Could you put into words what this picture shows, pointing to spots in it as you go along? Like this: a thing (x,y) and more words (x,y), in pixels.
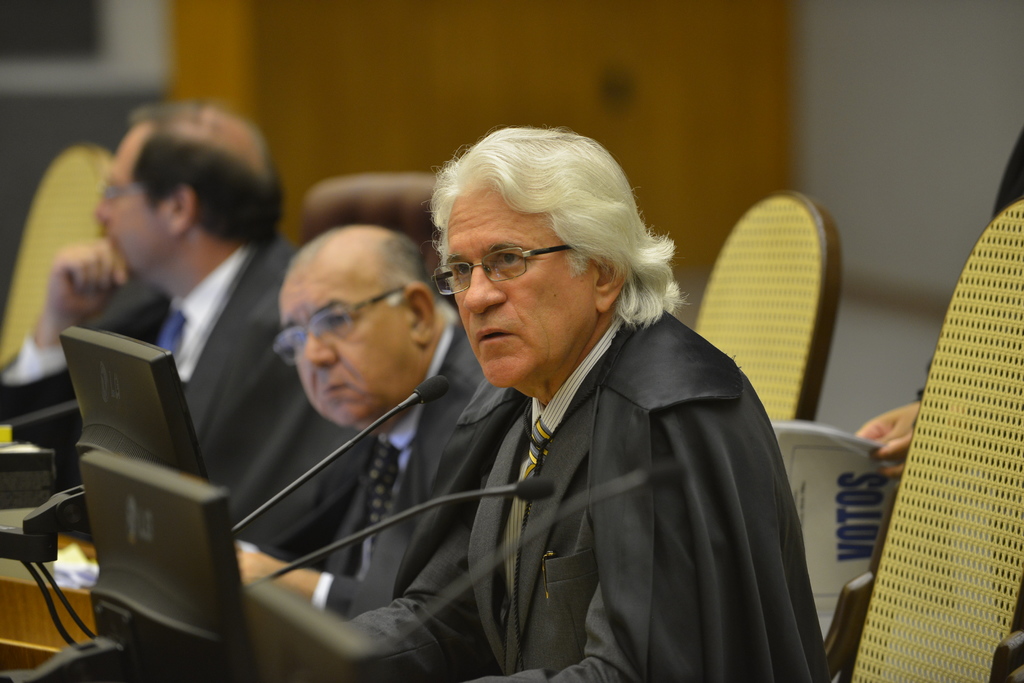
In this image there are three people (430,418) sitting on the chairs (752,347). They are wearing suits (598,565). We can see systems (152,543) and mics (397,519) placed before them. In the background (907,156) there is a wall (905,110).
